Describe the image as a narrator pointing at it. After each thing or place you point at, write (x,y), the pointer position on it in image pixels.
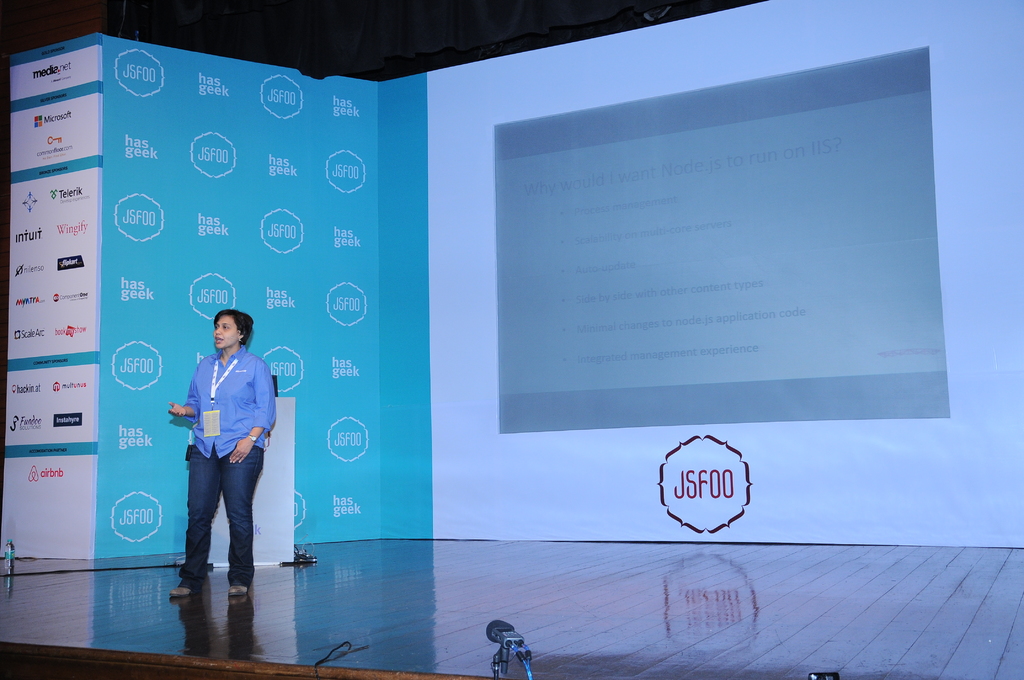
In this picture we can see a person (195,433) standing. We can see some objects (525,670) at the bottom of the picture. There is a bottle (13,557) visible on the left side (13,562). We can see some text (197,300) on a board (152,529).
